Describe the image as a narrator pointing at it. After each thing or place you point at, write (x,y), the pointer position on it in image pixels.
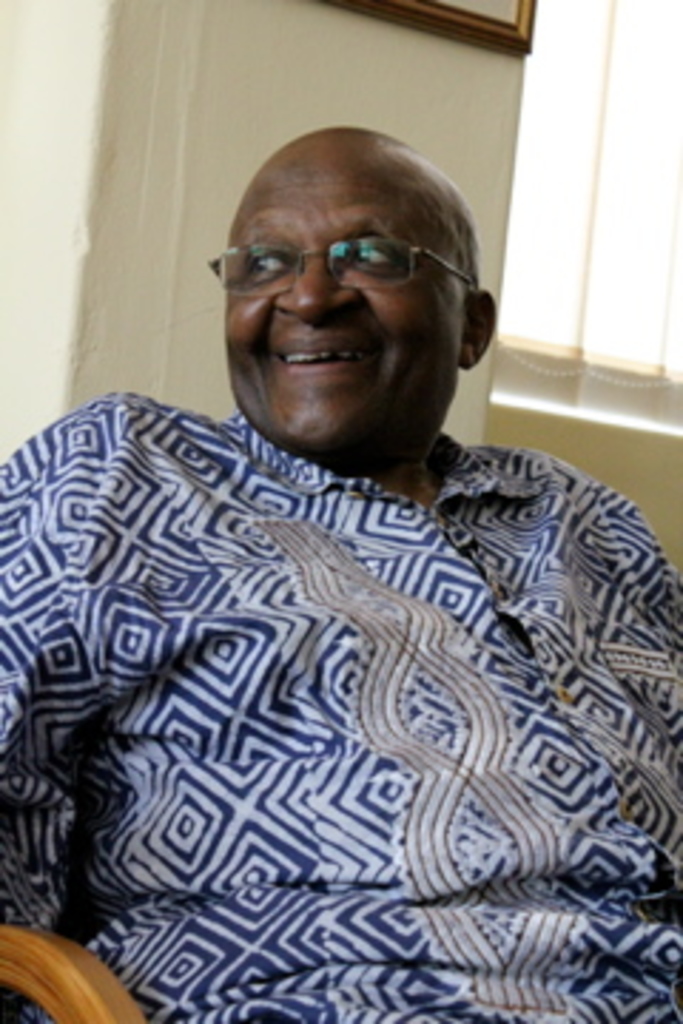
This picture shows a man (297,586) seated on the chair (124,995) with a smile (347,366) on his face (347,307). He wore spectacles (468,275) and we see a frame (509,37) on the wall (278,59) and blinds (632,165) to the window (581,210).
